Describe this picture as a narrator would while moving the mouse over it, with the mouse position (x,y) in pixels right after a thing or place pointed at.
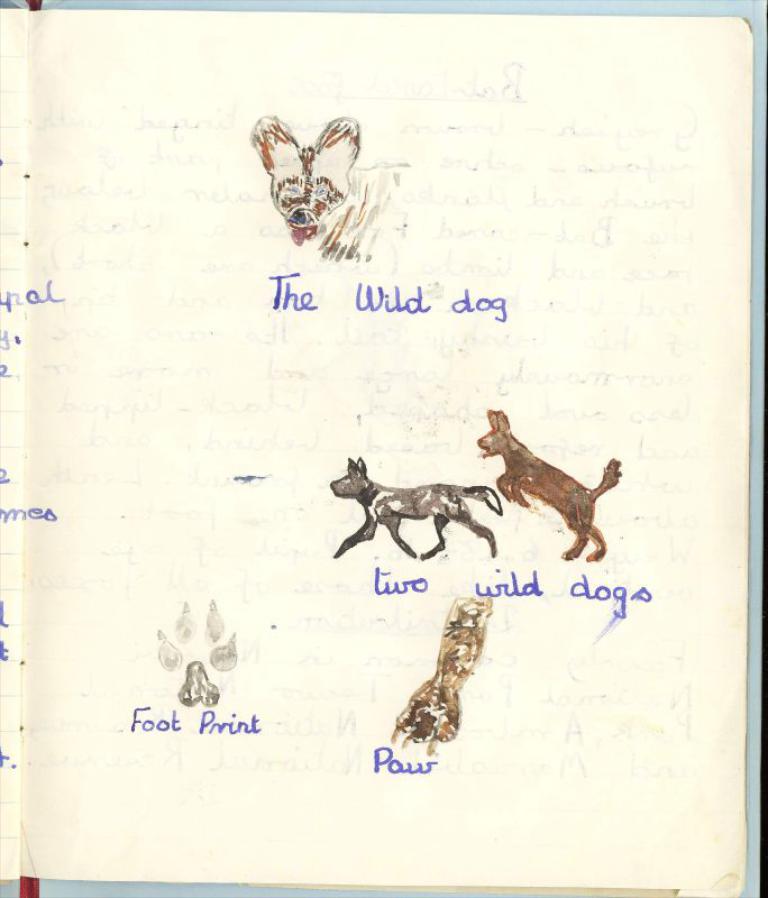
In this image there is a book (685,155) on the book (464,303) there is a depiction of some animals (347,218) and there is text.
